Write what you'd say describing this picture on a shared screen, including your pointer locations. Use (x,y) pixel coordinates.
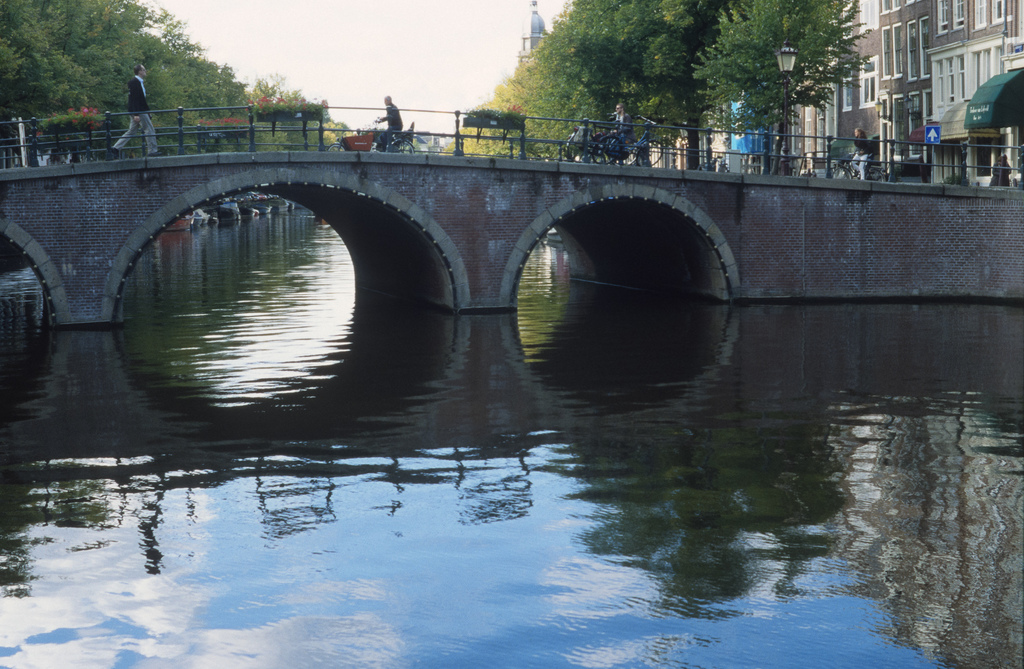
In this image I can see a river (481,489), bridge (474,164), and people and bicycles (606,139) on the bridge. Also there are trees (168,55) buildings (955,59) and the sky (449,33).
